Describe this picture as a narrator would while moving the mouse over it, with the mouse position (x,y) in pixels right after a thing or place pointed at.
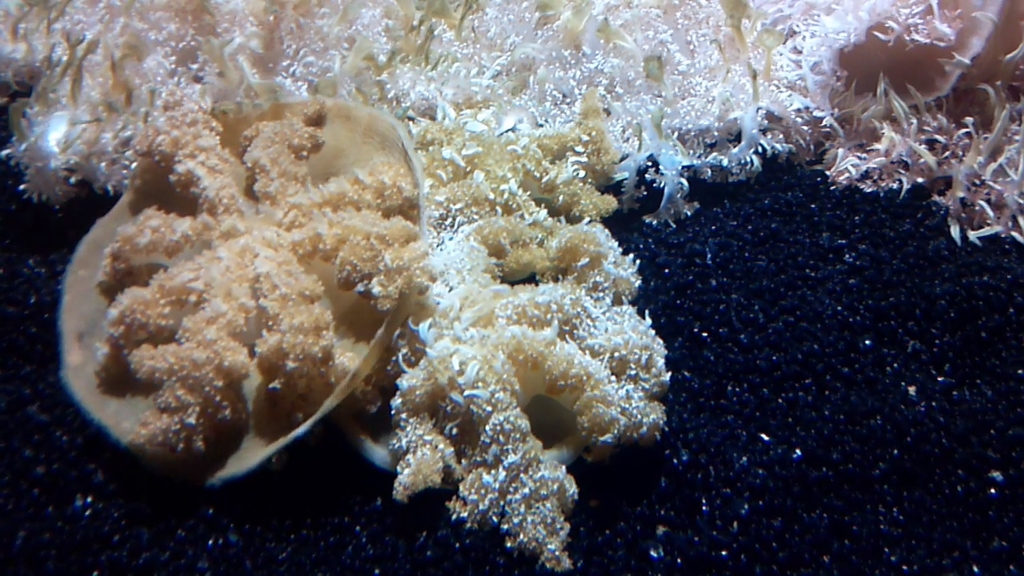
It looks like fungus (584,300) and there is shell (92,327).
